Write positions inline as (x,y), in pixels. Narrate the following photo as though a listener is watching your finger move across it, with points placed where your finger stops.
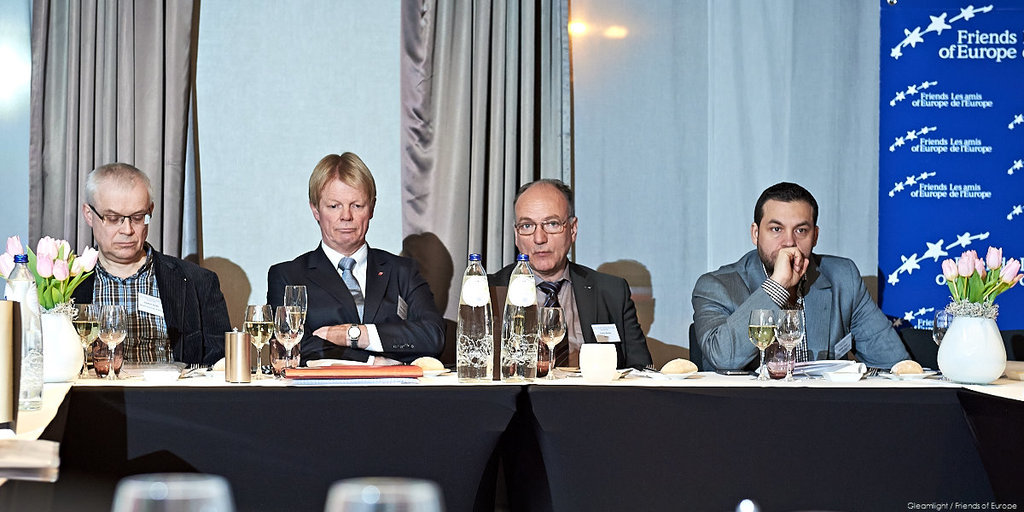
In this picture we can see four persons (315,279) sitting on the chairs (916,333). This is the table (635,437). On the table (251,383) there are glasses (296,309), bottles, file (400,368), and flower vase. On the background (342,109) there is a wall (344,80). and this is the curtain (547,100). Here we can see a light (596,34).
